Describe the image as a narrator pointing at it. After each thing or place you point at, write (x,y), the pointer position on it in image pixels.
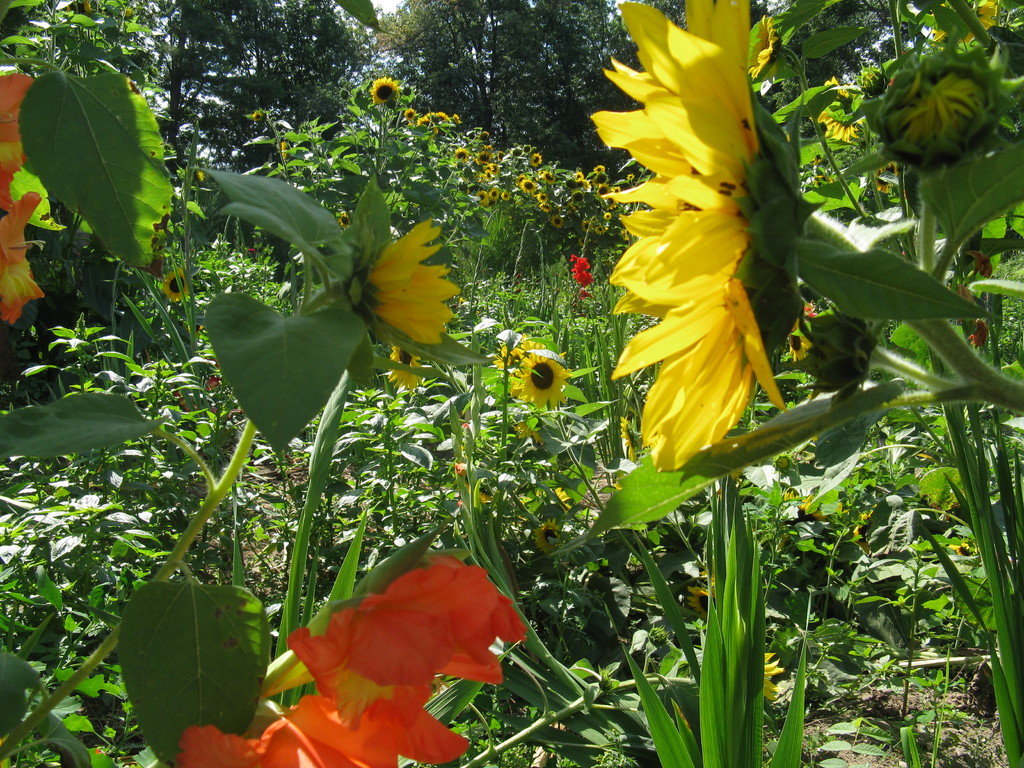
In the center of the image (529,419) there are plants (808,354) and there are flowers (562,217). In the background (350,85) there are trees (468,67).
